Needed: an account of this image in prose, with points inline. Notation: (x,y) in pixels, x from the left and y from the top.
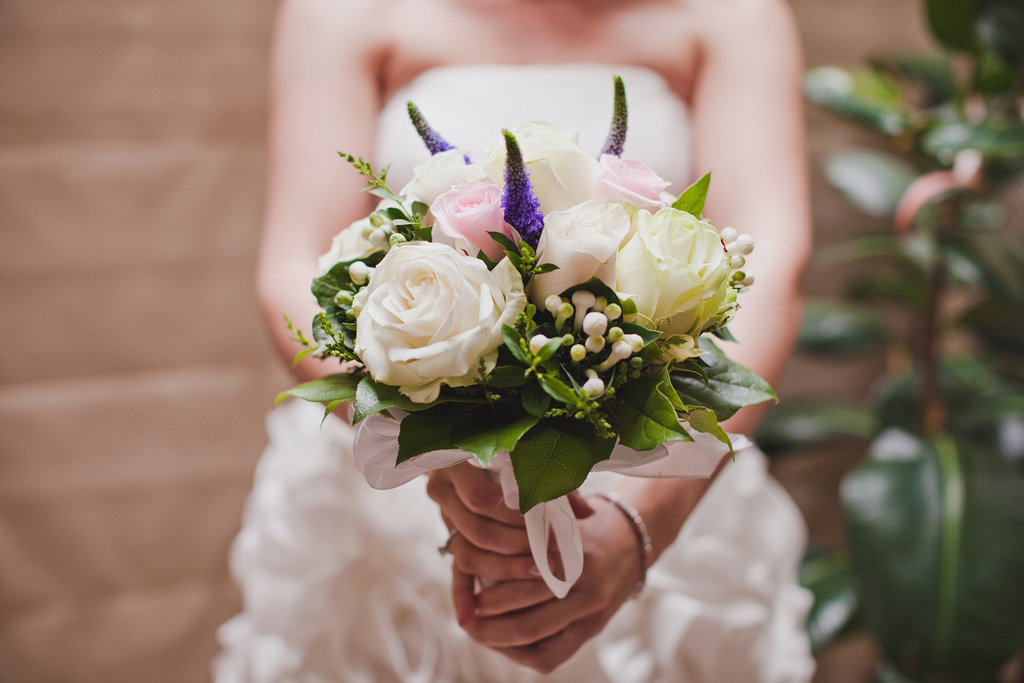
In this image, in the middle (394,314), we can see a woman (664,76) standing and holding flowers (415,467) in her hand (507,518). On the right side (928,656), we can see a plant (939,113).
